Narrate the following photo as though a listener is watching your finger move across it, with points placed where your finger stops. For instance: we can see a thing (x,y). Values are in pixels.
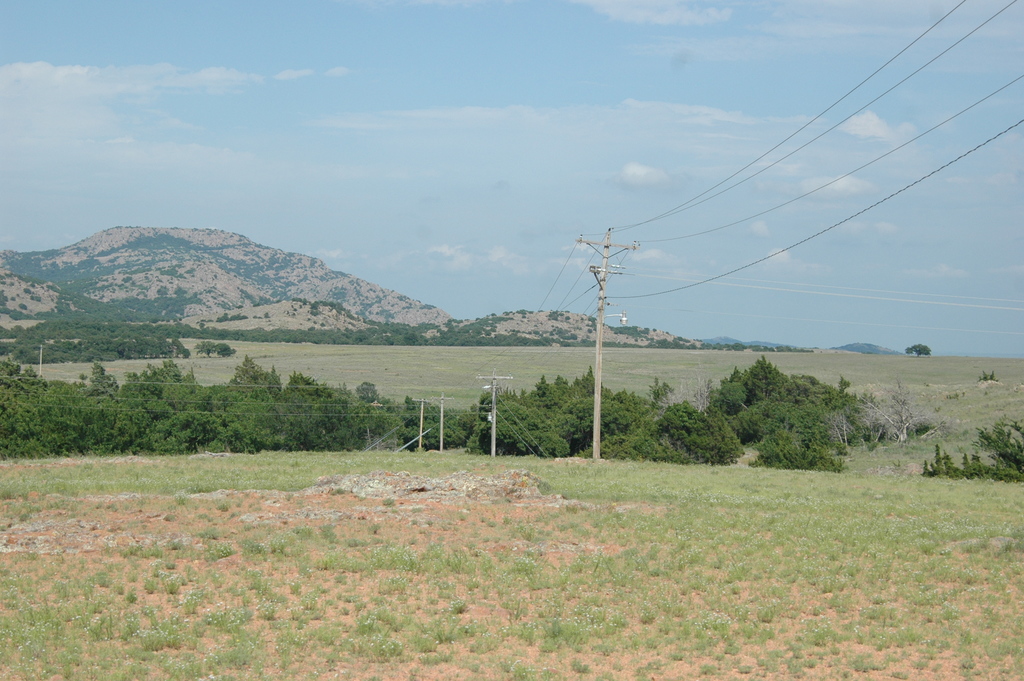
In this image there are few poles (441,426) connected with wires (517,420). Behind there are few trees (29,440) on the grassland (467,523). Background (73,317) there are hills (124,317). Top of the image (511,73) there is sky (313,76).
